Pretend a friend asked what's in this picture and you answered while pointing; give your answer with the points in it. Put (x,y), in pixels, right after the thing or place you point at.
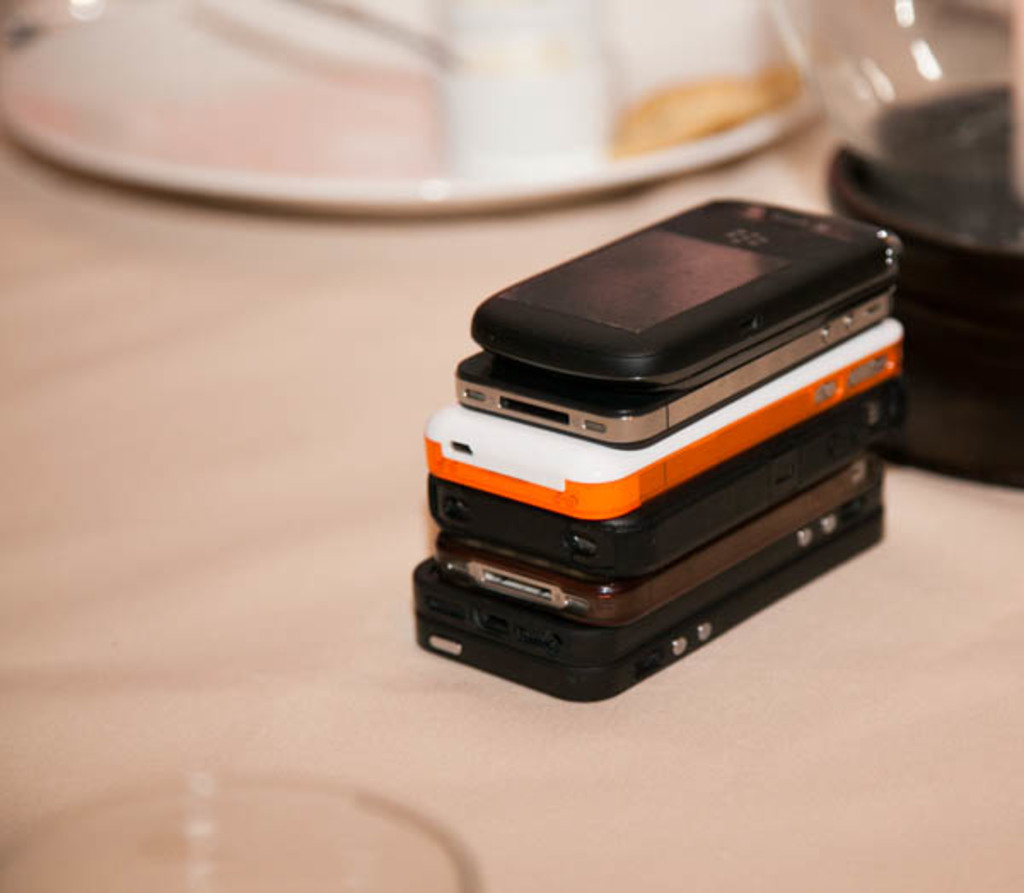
In this picture we can see few mobiles (554,359), plate (734,142) and other things (880,122) on the table (310,442).
